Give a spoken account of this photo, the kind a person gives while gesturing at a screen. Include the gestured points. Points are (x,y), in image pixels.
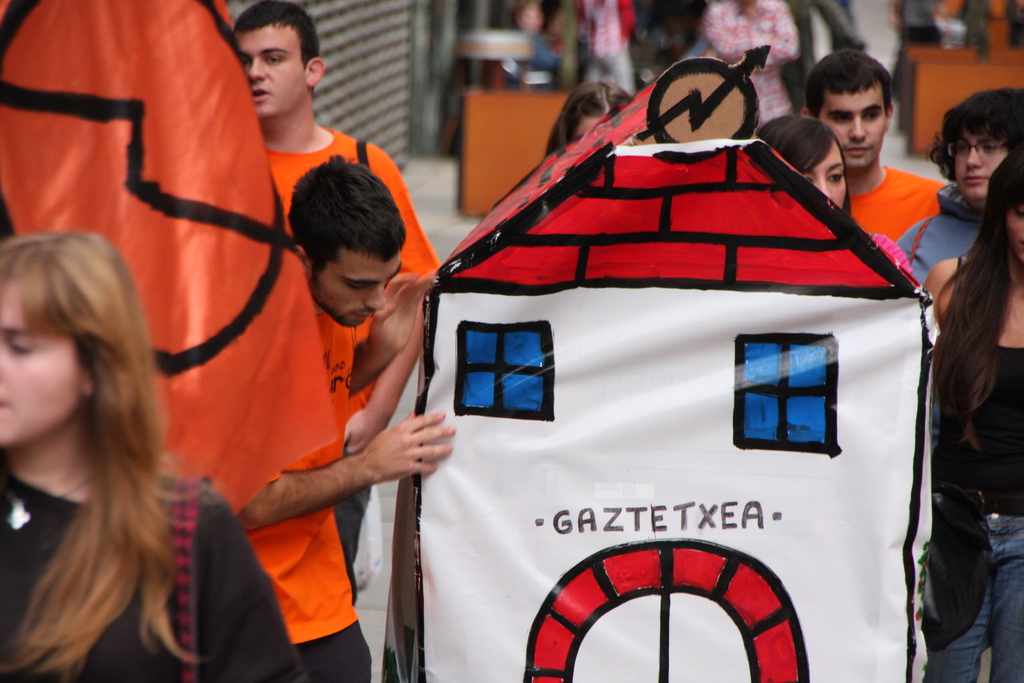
In this image there are people (903,198) in the middle (550,266) there is an object (588,251), in the background (452,111) it is blurred.
